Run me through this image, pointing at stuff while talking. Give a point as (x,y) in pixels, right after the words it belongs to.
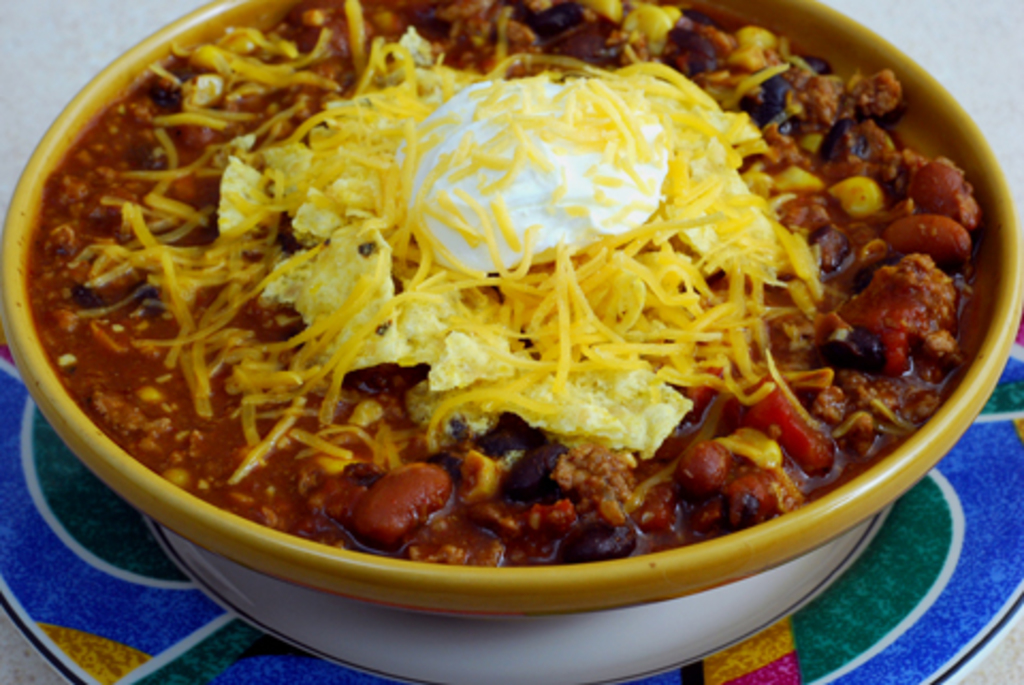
In this image I can see a bowl (541,580) which consists of some food item (276,444). This bowl (193,502) is placed on a saucer (908,580). The background (61,82) is in white color.
